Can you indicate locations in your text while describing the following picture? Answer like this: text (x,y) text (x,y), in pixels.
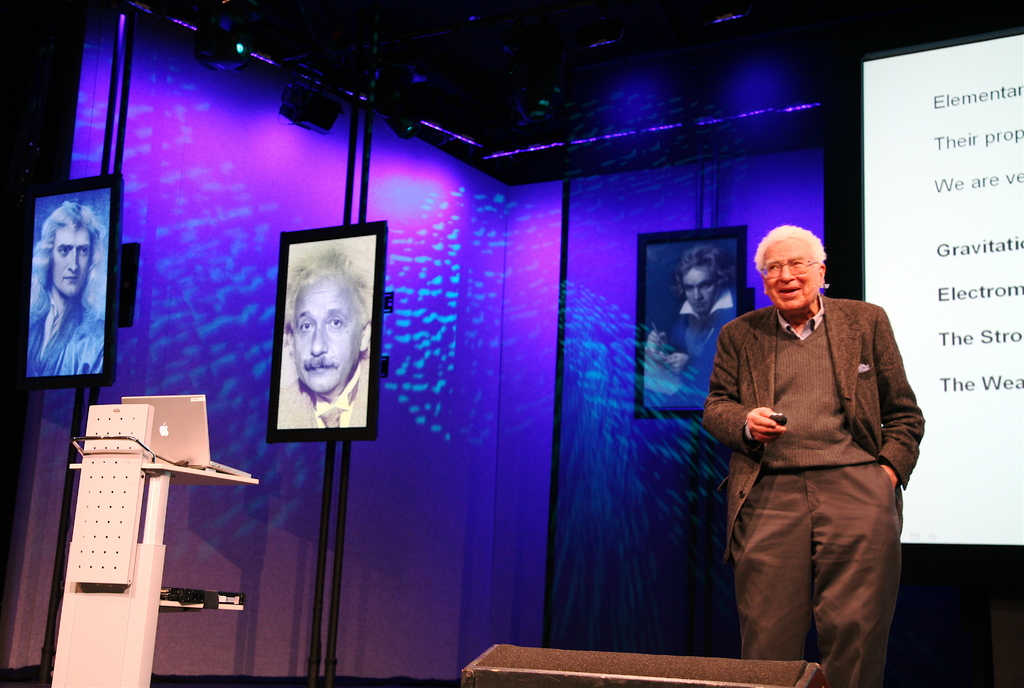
In this image we can see a person (764,462) holding an object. Behind the person (821,353) we can see a wall (588,501) and photo frames (353,410). In the photo frames (372,307) we can see the persons (702,298). On the left side (123,579), we can see a laptop (183,440) on a table (160,491). On the right side (969,445), we can see some text (950,300) on the screen (935,132). At the bottom (654,667) there is a black object (641,671).
